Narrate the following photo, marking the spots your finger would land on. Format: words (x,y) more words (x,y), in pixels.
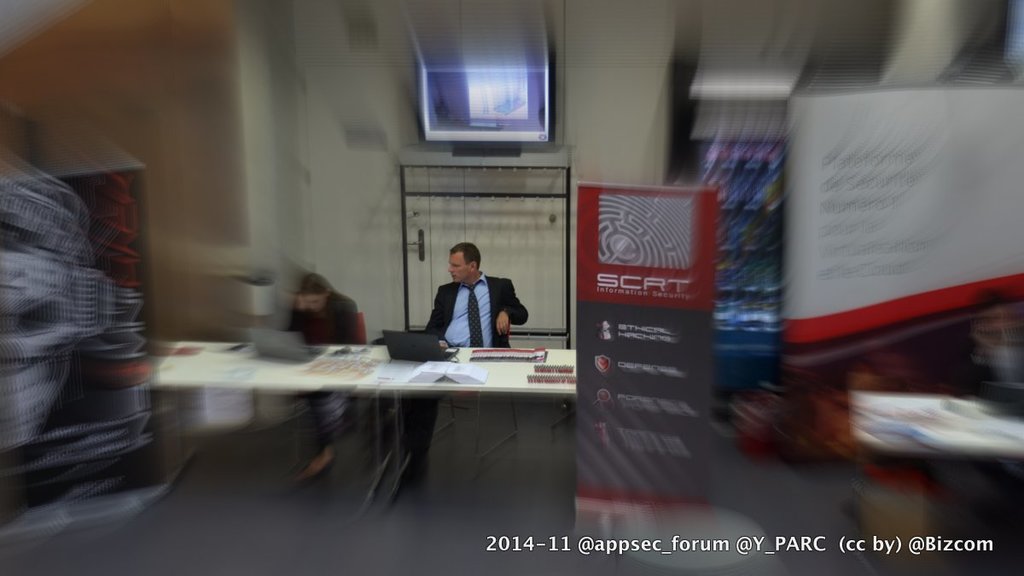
In this image i can see a man (447,300) and women (326,314) are sitting on a chair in front of a table (413,383). On the table (436,386) I can see that are few objects (446,371) on it. I can also see there is a board (826,257).
